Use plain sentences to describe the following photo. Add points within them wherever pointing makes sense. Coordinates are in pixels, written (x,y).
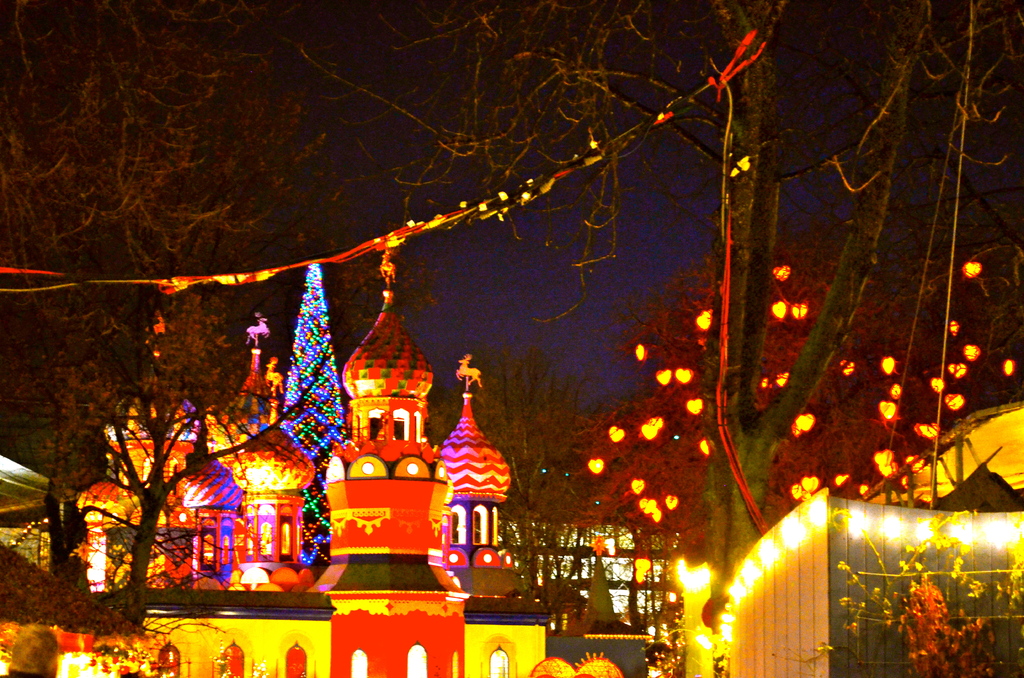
In this image at the bottom (425,579), there are buildings (492,599), decorations (130,657), lights (1014,540), trees (204,279), plants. At the top (465,160) there are trees (785,361), lights (684,382), sky (628,233).
